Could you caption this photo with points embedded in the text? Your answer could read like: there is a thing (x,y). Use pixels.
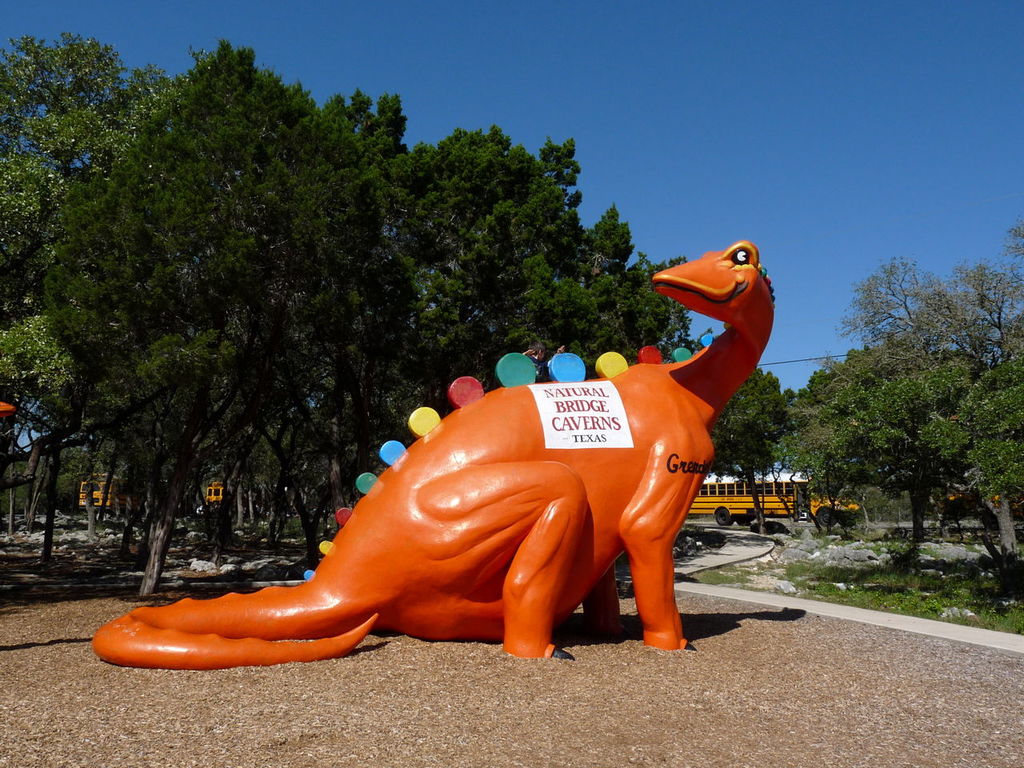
In this image we can a dinosaur sculpture (590,444), it is in orange color, there are trees (575,223), there is a bus (745,515) on the road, there are rocks (699,544), there is a sky (761,176).
